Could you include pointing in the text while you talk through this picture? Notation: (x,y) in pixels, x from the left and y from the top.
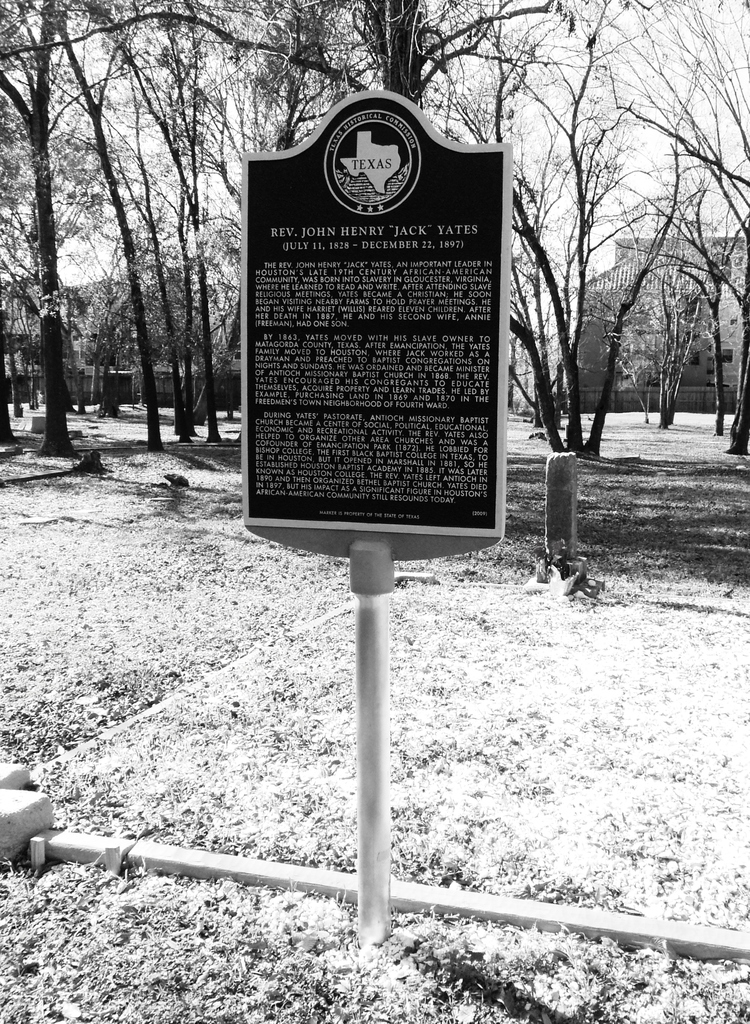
This is a black and white image. In the foreground of the picture (121,735) there are dry leaves (436,762) and a hoarding (368,429). In the background (74,334) there are trees (114,189), buildings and pole (564,511). It is a sunny day.
